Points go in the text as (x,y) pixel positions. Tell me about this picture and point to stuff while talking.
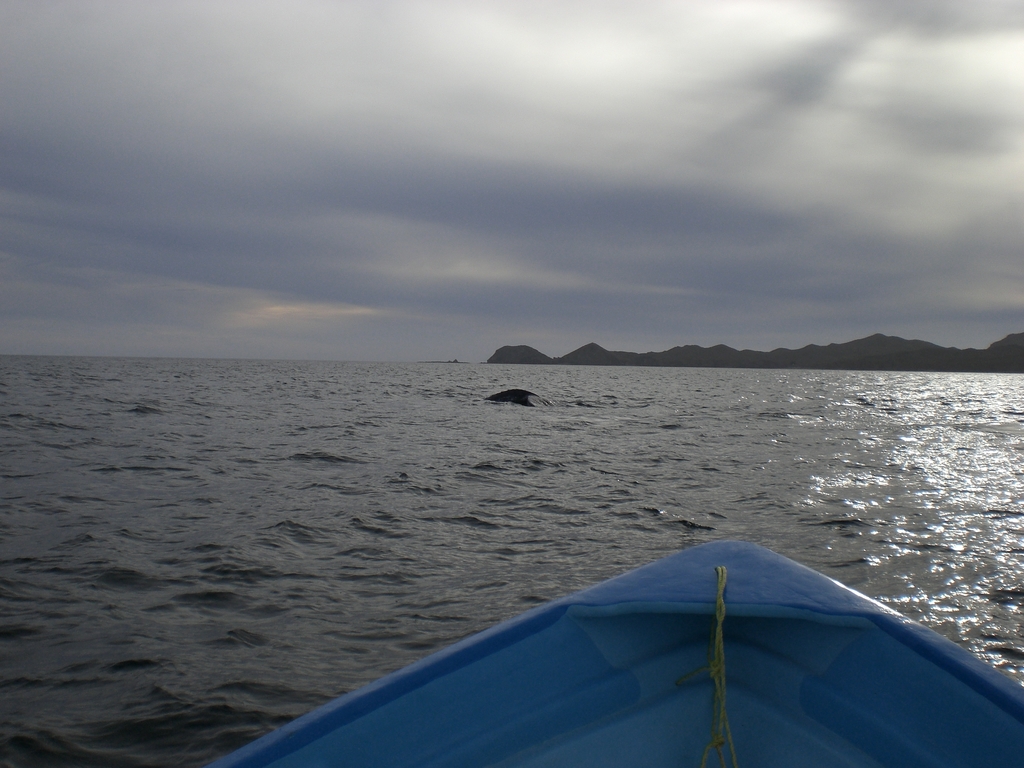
In this picture in the front (617,647) there is a boat (571,706) sailing on the water (303,614) which is blue in colour. In the center (535,434) there is an ocean (569,434). In the background (631,365) there are mountains (511,350) and the sky (694,189) is cloudy.
